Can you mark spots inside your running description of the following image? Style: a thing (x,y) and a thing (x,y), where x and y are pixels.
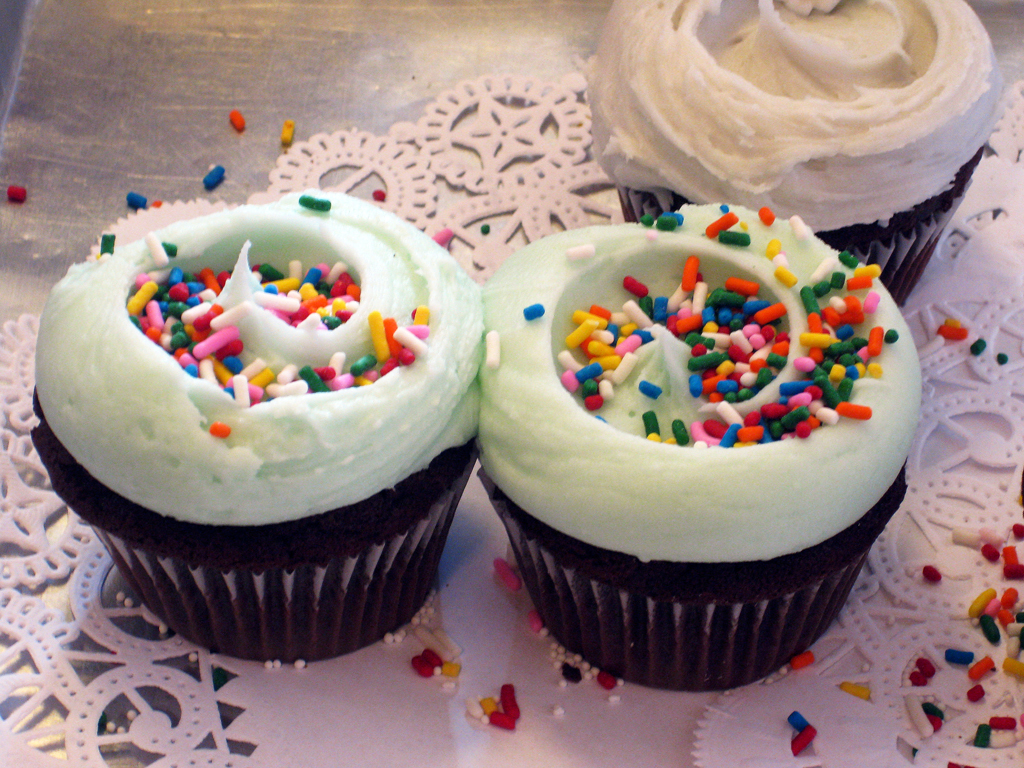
On the left side (202,520), there is a cupcake (154,271) having a cream (272,502). On the right side (916,156), there are two cupcakes (917,170) having creams (798,87), arranged on a surface (701,703), on which there are some objects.
